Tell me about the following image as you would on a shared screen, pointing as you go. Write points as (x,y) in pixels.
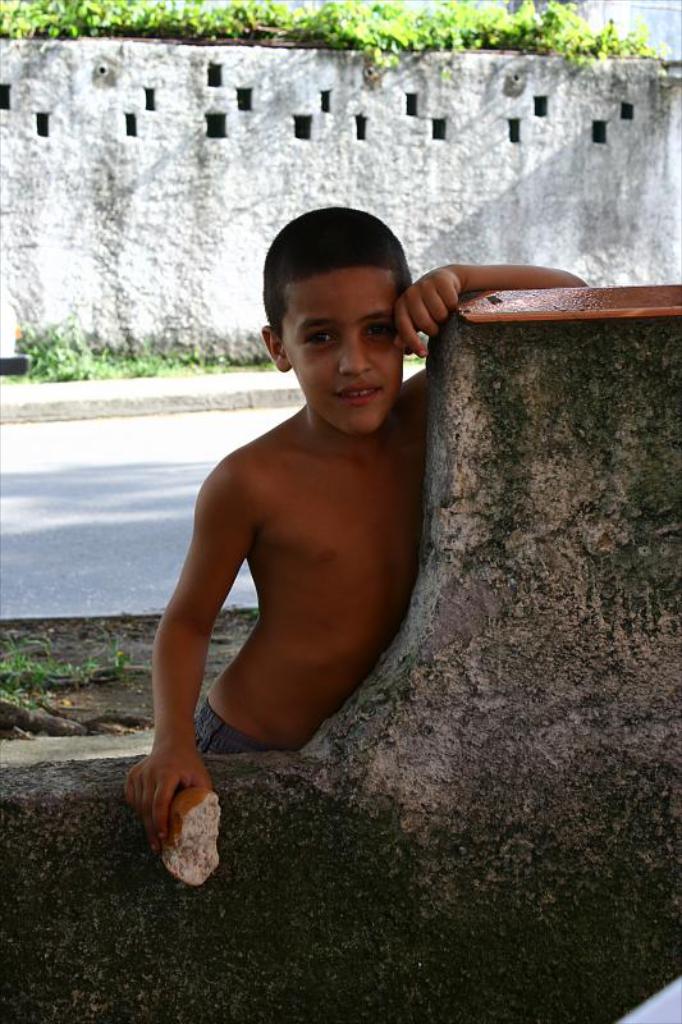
In this image we can see a boy (340,668) and he is holding the bun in his right hand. This is looking like a broken trunk (564,799) of a tree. In the background (150,534), we can see the wall (315,197) and the road (161,467). Here we can see small plants (364,42) at the top (37,12).
